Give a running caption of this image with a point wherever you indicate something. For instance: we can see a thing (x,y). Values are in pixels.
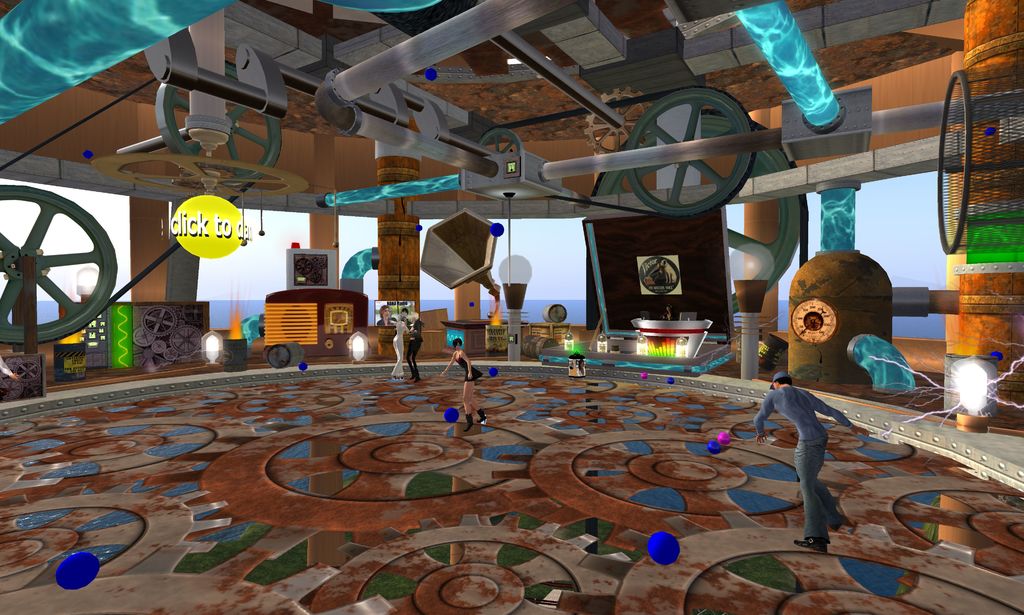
This is an animation and here we can see people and in the background (700,210), there are wheels (716,129), rods (214,68), lights (975,395), screens (621,319), horn (448,279) and there are pipes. At the top (515,97), there is roof (308,46) and at the bottom (407,436), we can see balls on the floor (611,483).
